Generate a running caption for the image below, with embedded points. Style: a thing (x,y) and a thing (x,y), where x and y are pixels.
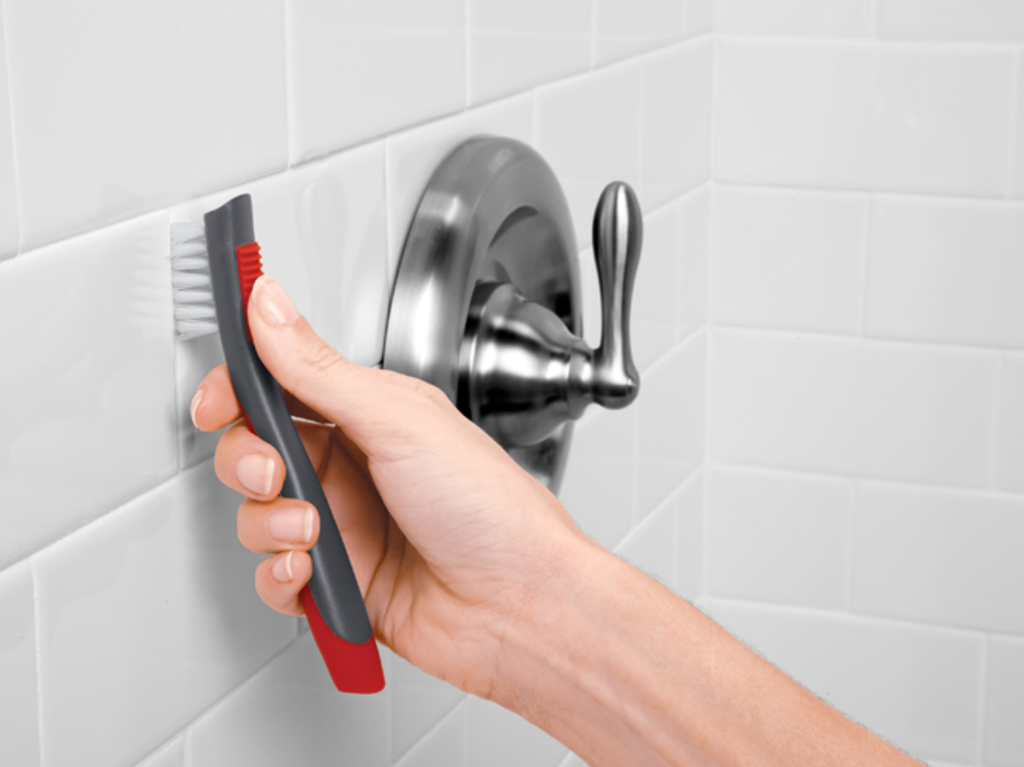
In the picture we can see a washroom wall (25,452) with white color tiles (770,377) and a person hand (625,677) with a brush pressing to the wall (175,90) and beside it we can see a tap handle (624,216) to the wall (982,582).
